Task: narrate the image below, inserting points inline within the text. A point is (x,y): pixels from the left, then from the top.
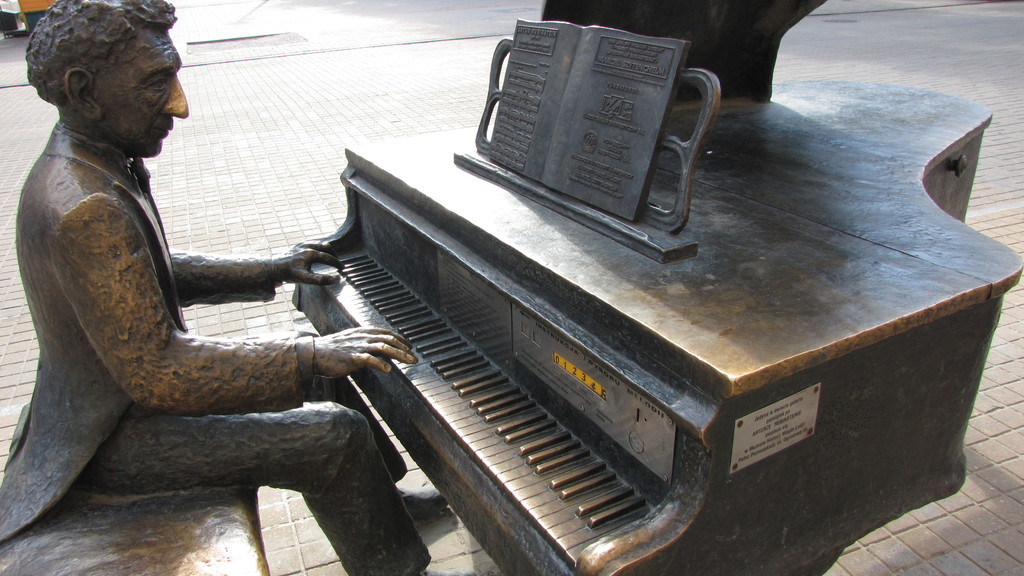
In this image there is a statue (88,325) of a person (352,349) playing keyboard (431,446). There is a book (596,188) on the keyboard (695,270). At the bottom of the image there is a pavement (368,47).
